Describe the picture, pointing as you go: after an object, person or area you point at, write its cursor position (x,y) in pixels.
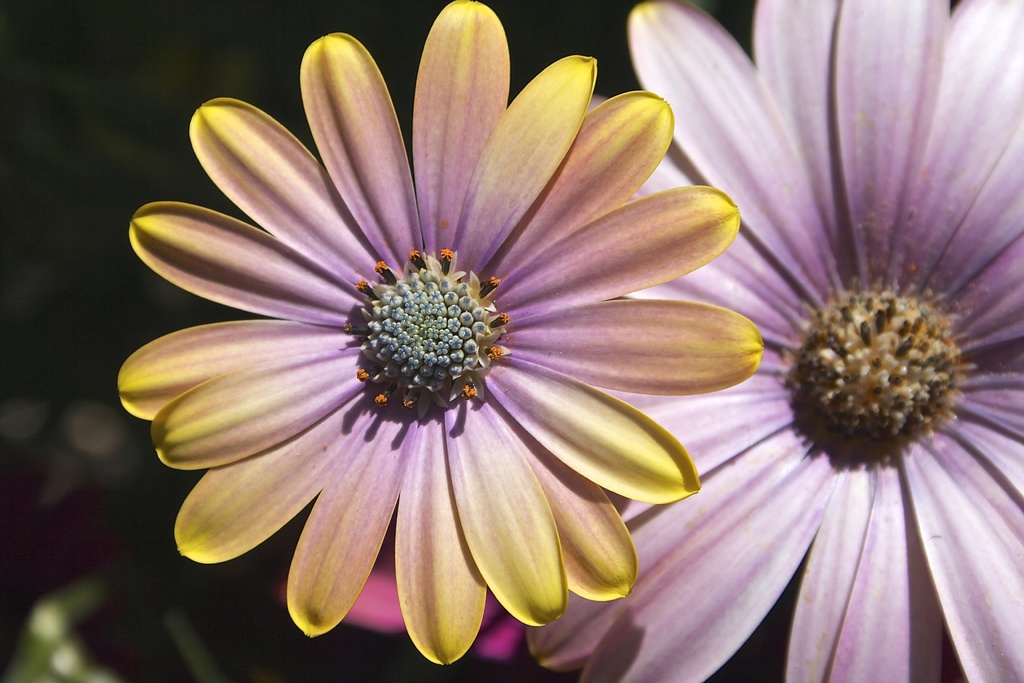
This picture shows couple of flowers (585,101).
